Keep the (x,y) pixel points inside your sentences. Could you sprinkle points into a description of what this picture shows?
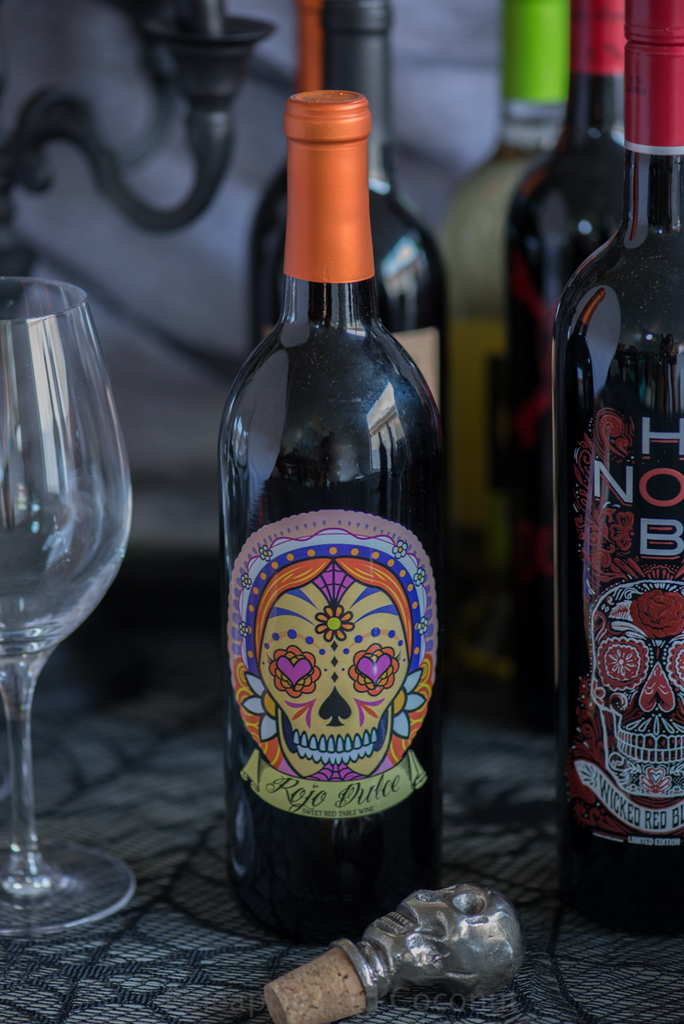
In this picture on the table (213,711) there are wine bottle (479,554) and the bottle (363,458) is covered with a sticker (416,699) and a glass (65,447). On the table (240,983) there is a stopper (386,968).
